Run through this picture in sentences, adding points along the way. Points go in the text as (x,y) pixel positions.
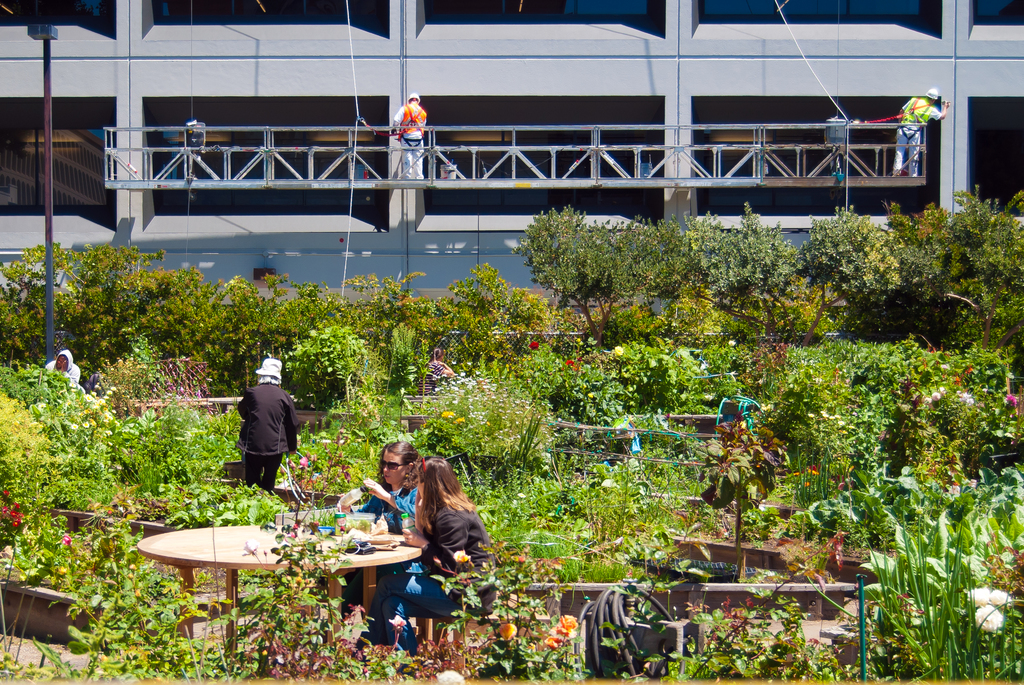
In this image, In the left side (173,563) there is a table (183,546) which is in yellow color on that table (223,543) there are some glasses (338,520) and some objects (354,532), There are some people (427,543) sitting around the table (391,557), There are some green color plants (670,412), There are some people (261,371) standing, In the background (130,213) there is a white color wall (395,73) and there are some people (414,151) painting the wall (1003,90).
